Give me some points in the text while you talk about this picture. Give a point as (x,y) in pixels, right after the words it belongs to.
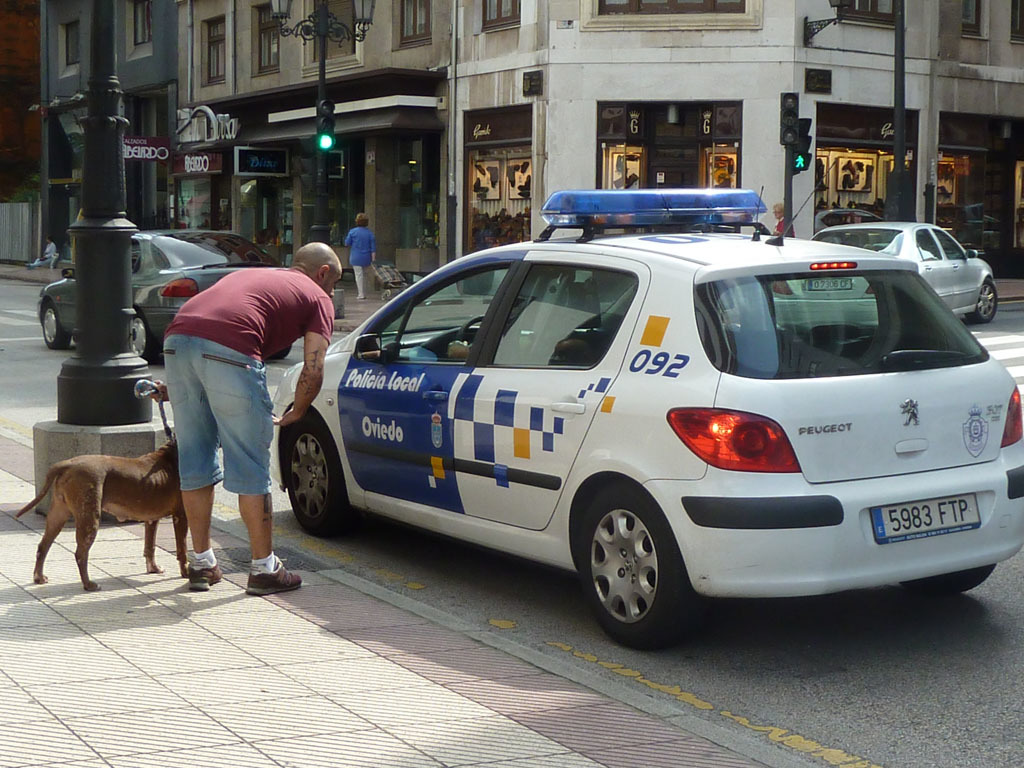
In the image we can see there is a man (277,284) who is standing on the footpath (215,600) with a dog (85,487) and in front of him there is a car (720,417) which is parked on the road (274,362) and there are lot of buildings (557,154) and traffic signals (333,144) on the road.
